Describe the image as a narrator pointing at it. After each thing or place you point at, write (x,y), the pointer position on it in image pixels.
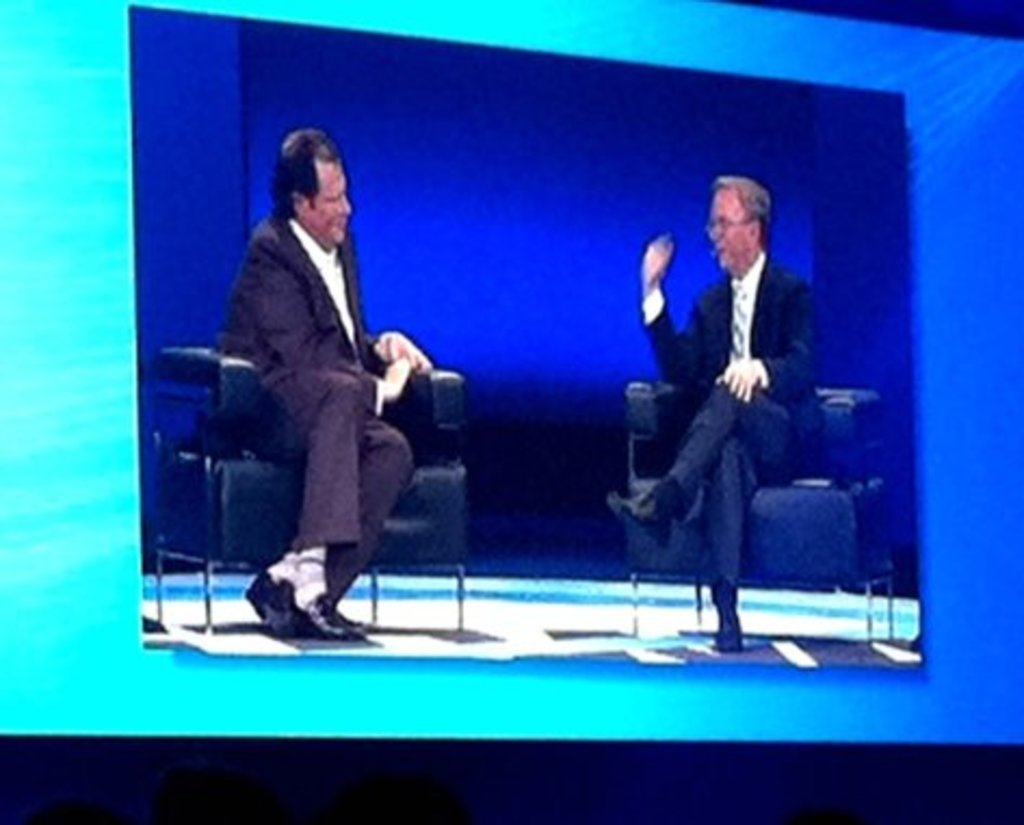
In this image, It looks like a screen (1021,132) with the display (345,606). I can see two men (329,410) sitting on the chairs (270,505).
